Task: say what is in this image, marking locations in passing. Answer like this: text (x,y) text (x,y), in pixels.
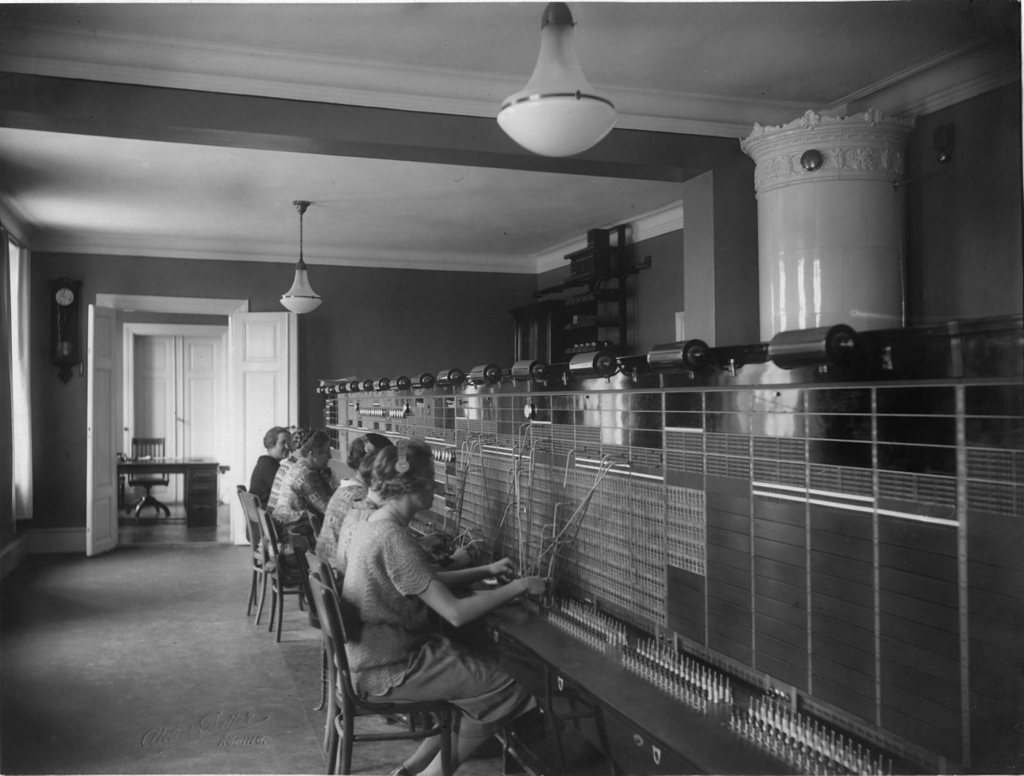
In this picture we can see a woman (402,547) who is wearing headphone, t-shirt (376,578), skirt (488,720) and sitting on the chair (338,708) and she is doing some work with this instrument (538,552). Beside her we can see many other women's (279,496) who are sitting on the chair (273,527) and doing the same work. On the top (574,60) we can see light (292,300). On the background (368,282) we can see door (244,459), table (207,468), chair (153,476) and wall (384,346). On the left (58,323) we can see a wall clock (78,328) which is near to the door (107,353).
